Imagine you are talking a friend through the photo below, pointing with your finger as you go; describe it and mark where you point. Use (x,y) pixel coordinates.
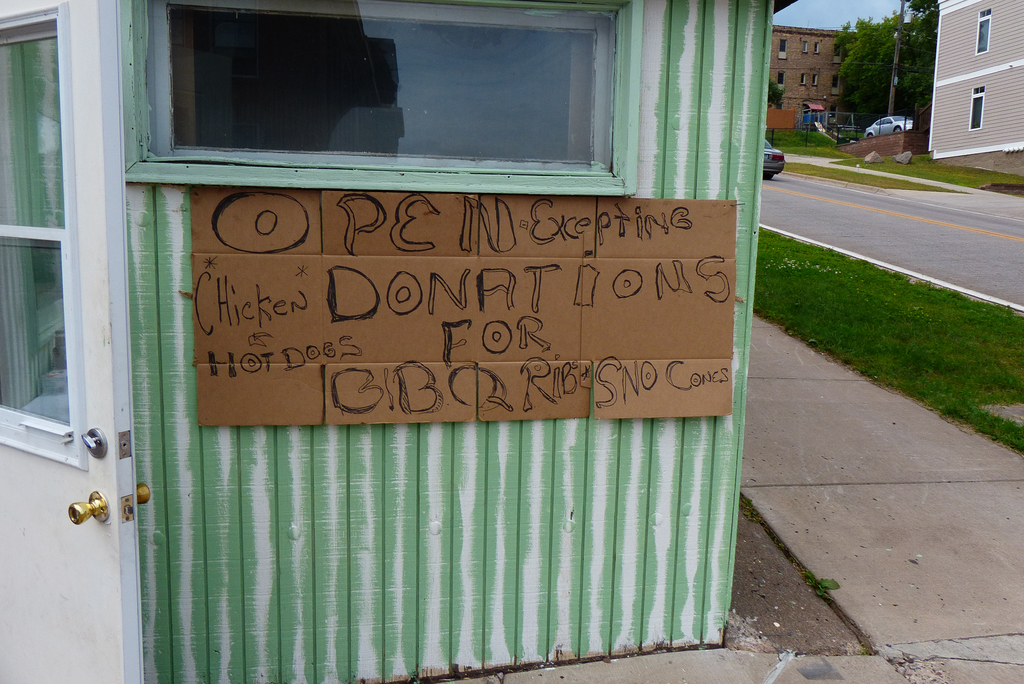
In this picture we can see some text (443,399) on the cardboard (416,354), in the background (798,309) we can see grass (829,330), few buildings (973,62), trees (855,101) and vehicles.
